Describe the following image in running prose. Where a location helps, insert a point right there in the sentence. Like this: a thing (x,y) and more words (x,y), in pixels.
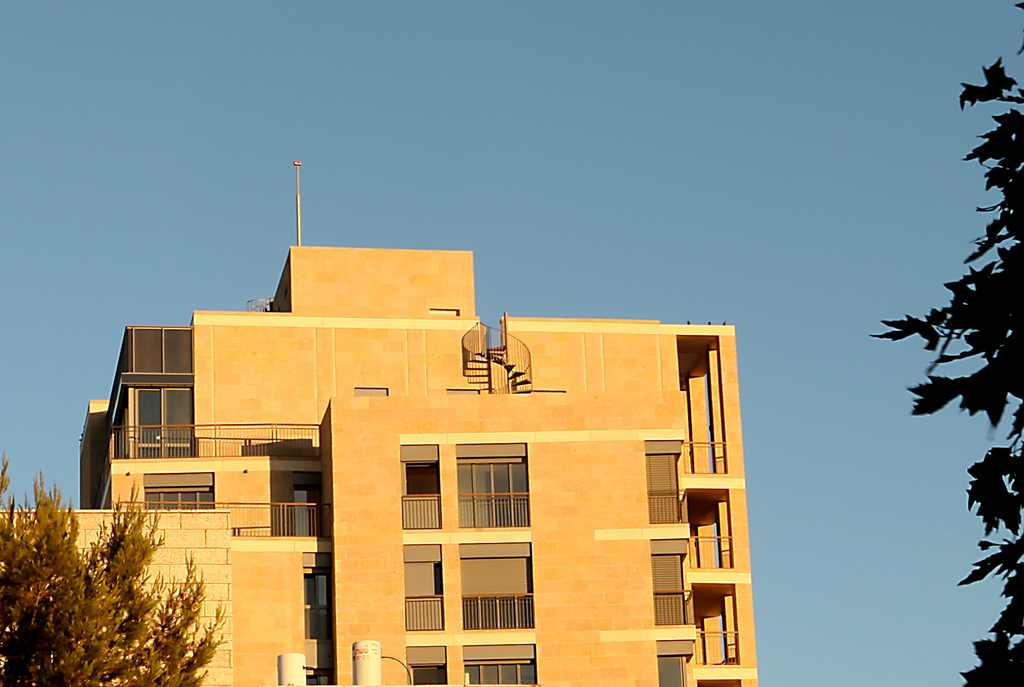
Here in this picture we can see a building (385,527) present and we can see the windows (432,583) and at the top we can see staircase (518,377) and on the either side we can see trees (118,628) present over there.
